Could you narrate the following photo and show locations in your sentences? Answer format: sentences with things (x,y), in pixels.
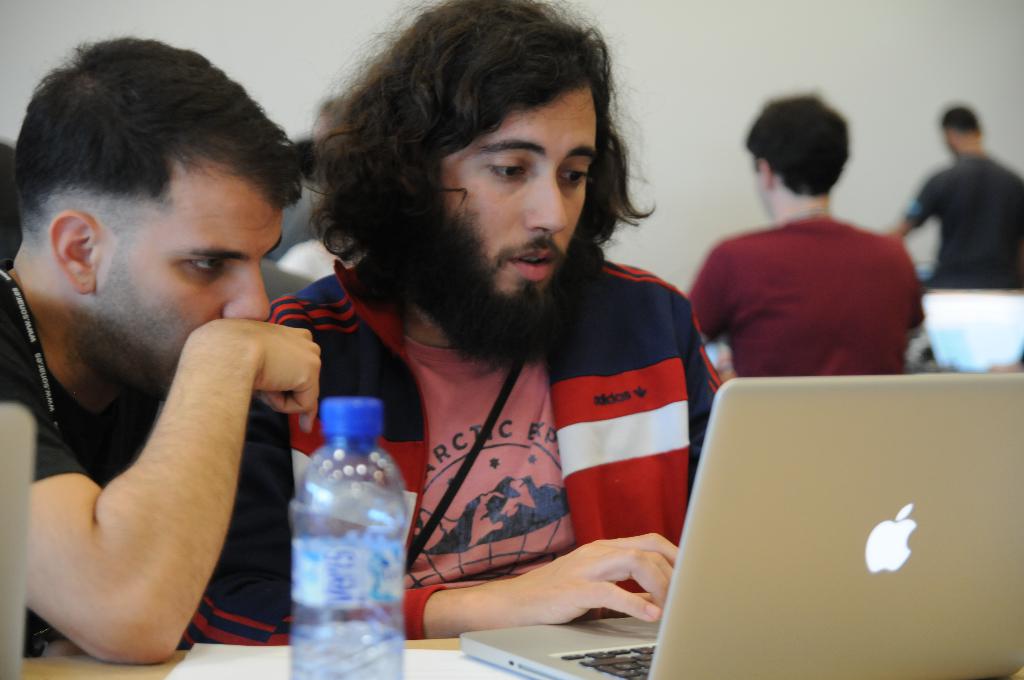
This picture seems to be clicked inside the room (206,37). On the left corner (139,270) we can see a man (109,392) seems to be sitting. On the right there is another man (449,421) wearing t-shirt (449,421), sitting and seems to be working on a laptop (835,522) and we can see a bottle (359,539) and laptop (535,662) and a paper (192,664) are placed on the top of the wooden table (109,663). In the background (666,112) we can see the wall (692,152) and the group of people (810,275) seems to be sitting on the chairs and we can see some other items (968,310).
